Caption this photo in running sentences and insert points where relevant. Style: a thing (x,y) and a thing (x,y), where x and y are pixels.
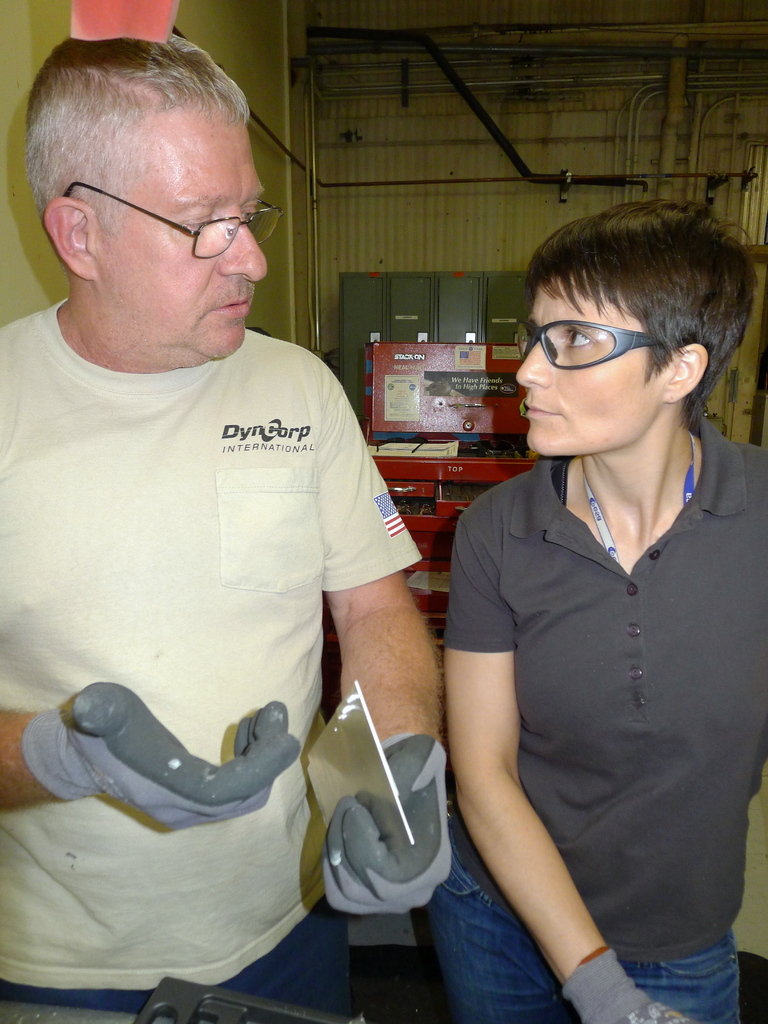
In this image I see a man (203,976) and a woman (712,975) and I see that both of them are wearing gloves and I see that this man (333,432) is wearing spectacle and this woman (606,443) is wearing shades (554,352). In the background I see few red color things (423,379) over here and I see that this man (371,887) is holding a thing (368,728) in his hand (332,818) and I see pipes (726,48) over here.
